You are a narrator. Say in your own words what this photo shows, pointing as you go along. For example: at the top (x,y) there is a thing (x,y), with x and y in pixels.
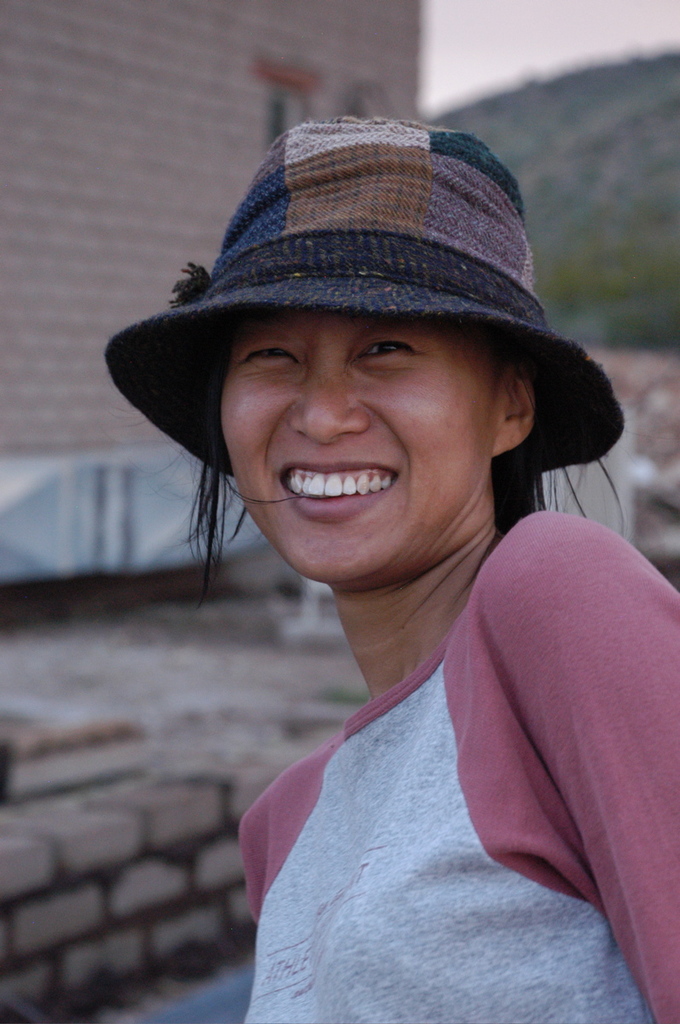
In this image I can see the person (415,771) wearing the ash and maroon color dress (412,794) and also the hat (363,270). And she is smiling. In the back (112,173) I can see the wall (226,133), mountains (526,122) and the sky (499,32).
